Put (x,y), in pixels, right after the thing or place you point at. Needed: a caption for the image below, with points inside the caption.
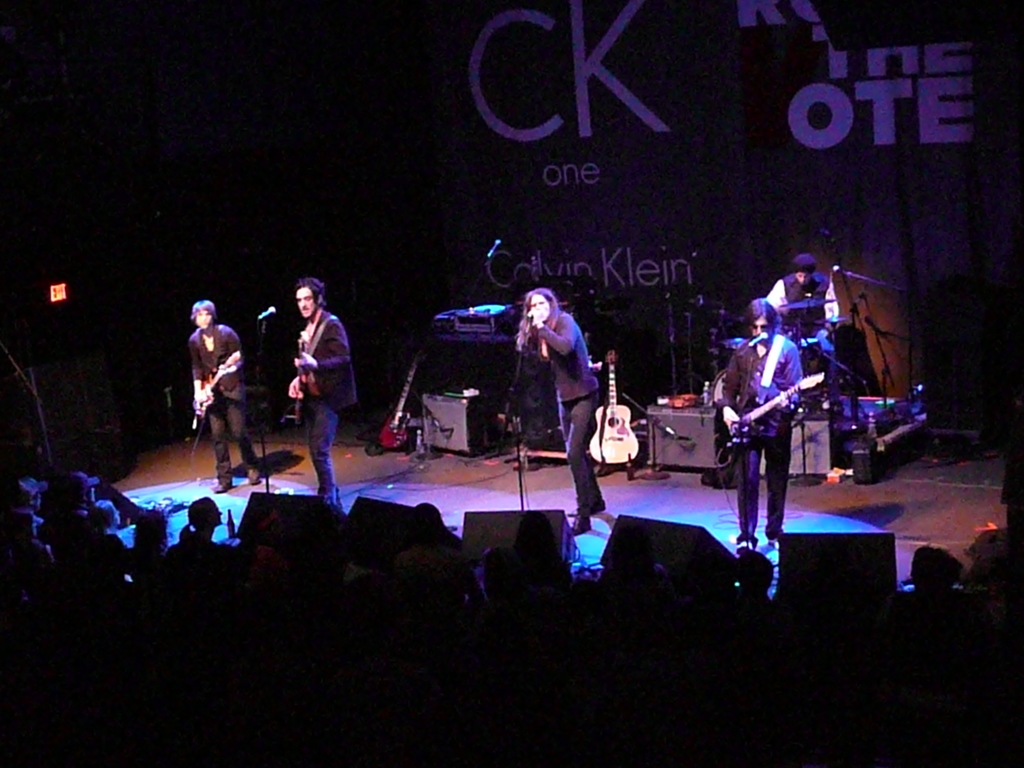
The picture is clicked in a musical concert where there are four people (560,408) playing guitars (206,383) and singing with a mic (531,324) placed in front of them. In the background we observe a guy (783,299) playing drums (822,299) and there are many musical instruments (623,424) in the background (463,353). We also observed spectators (154,525) viewing them from the ground floor (798,689). There is a poster (457,117) named CK calvin klein in the background (732,233).
